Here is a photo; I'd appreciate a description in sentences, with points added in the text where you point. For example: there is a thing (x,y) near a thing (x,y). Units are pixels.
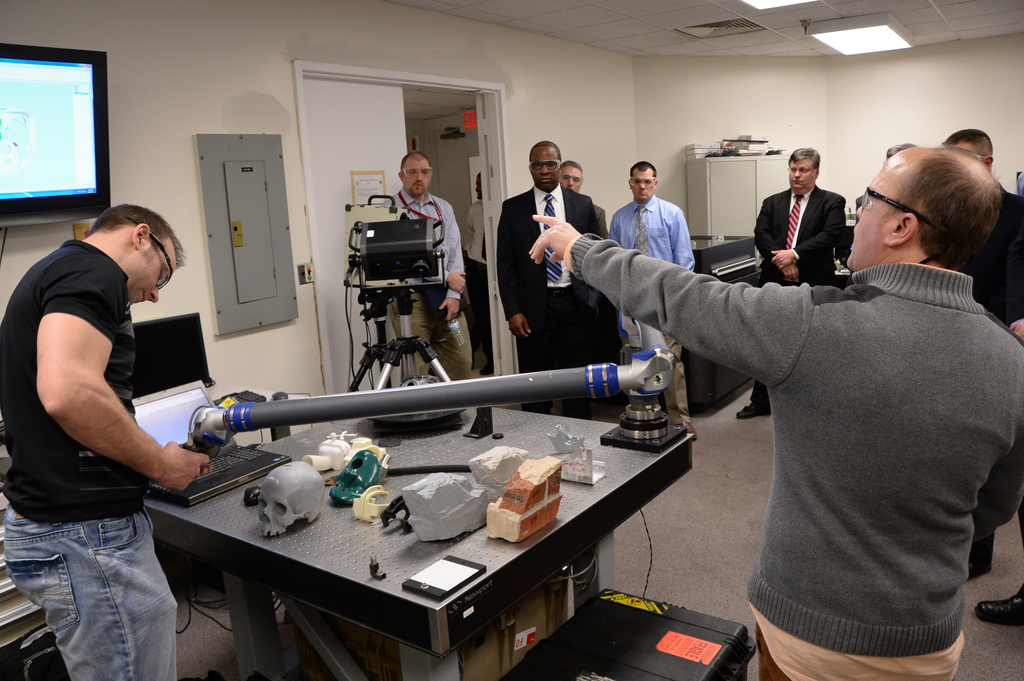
As we can see in the image there is a white color wall (287,87), door (358,147), screen (24,118), few people (876,196) here and there and in the middle (416,245) there is a electrical equipment (403,269) and there is a table (626,466) over here. On table (533,433) there is a skeleton head (320,481), laptop (224,459), stone (432,483), mobile phone (444,567) and some electrical equipment (386,414).
